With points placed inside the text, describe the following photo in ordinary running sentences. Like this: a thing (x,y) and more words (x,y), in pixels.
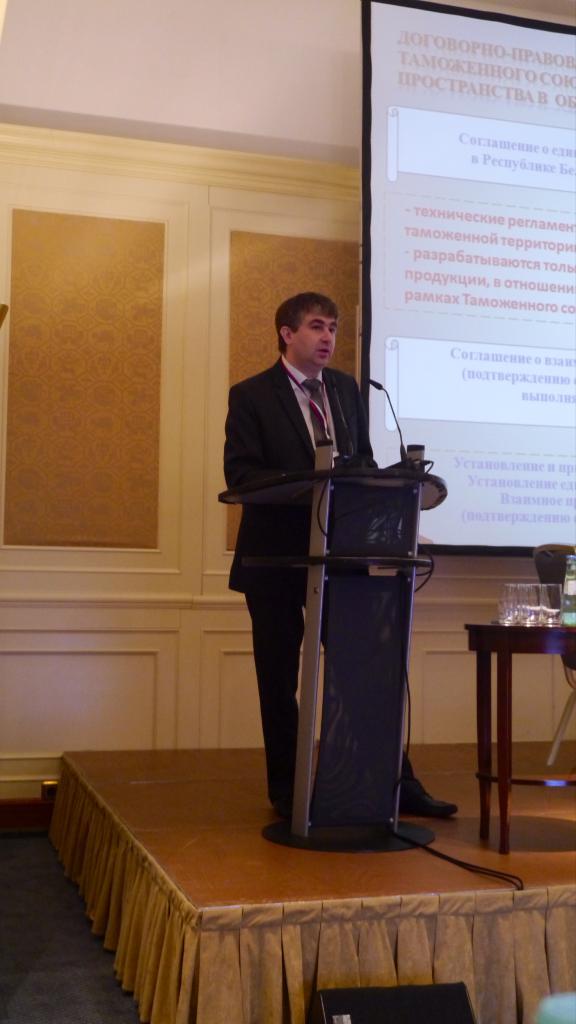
In this picture we can see man (263,579) wore blazer (289,435), tie (313,420) standing at podium (322,562) and talking on mic (403,466) and beside to him there is table (479,674) and on table (486,636) we have glasses (517,591), bottle (569,560) and screen (507,310) and standing on stage (249,798) and in background (138,320) we can see wall (149,250).
